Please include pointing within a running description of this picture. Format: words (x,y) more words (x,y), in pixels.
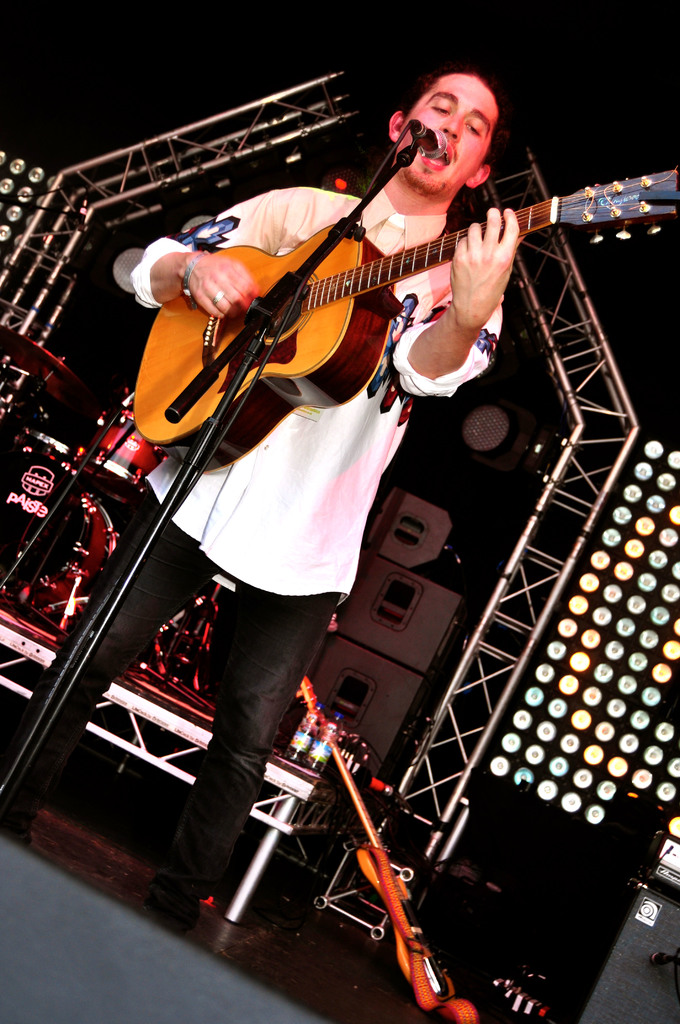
In this image i can see a person (405,369) standing and holding a guitar (334,350), there is a microphone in front of him. In the background (38,500) i can see few musical instruments (102,442) and few lights (670,786).
